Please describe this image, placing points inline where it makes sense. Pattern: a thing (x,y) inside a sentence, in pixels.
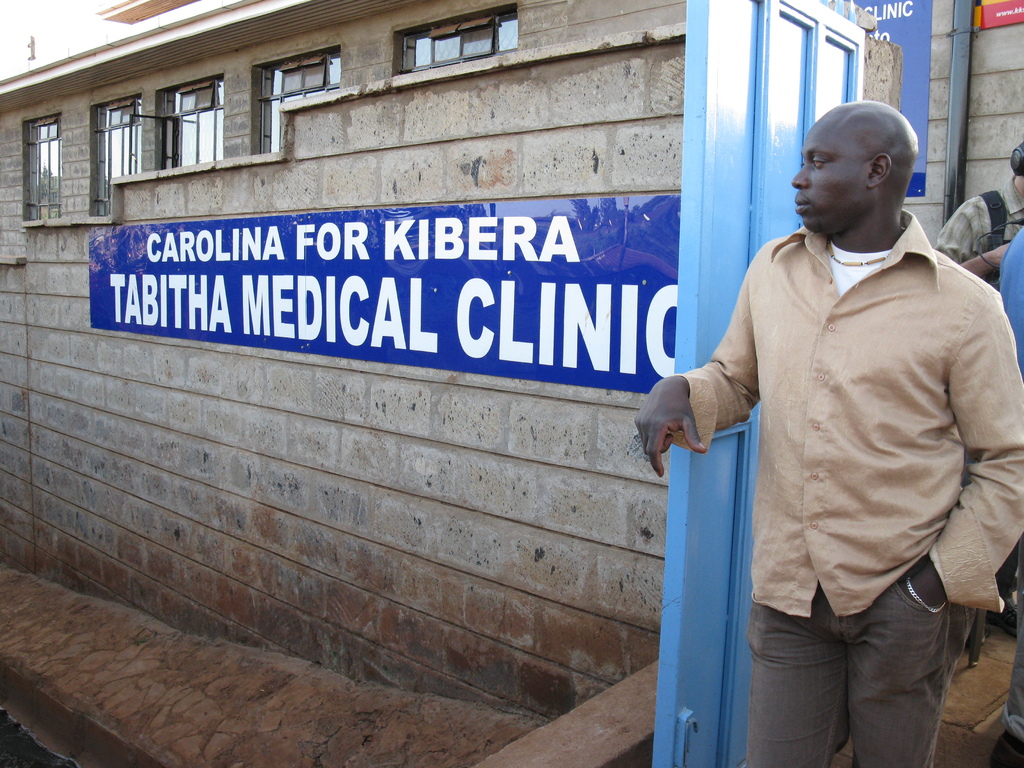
In this image we can see a building (383,45) with windows (172,131), a wall (582,104) with board (422,247) and text (328,254) on the board (392,320) in front of the building (542,40) and there are three persons (934,337) on the right side (948,328) and a person (892,351) is standing beside the door (820,76).
